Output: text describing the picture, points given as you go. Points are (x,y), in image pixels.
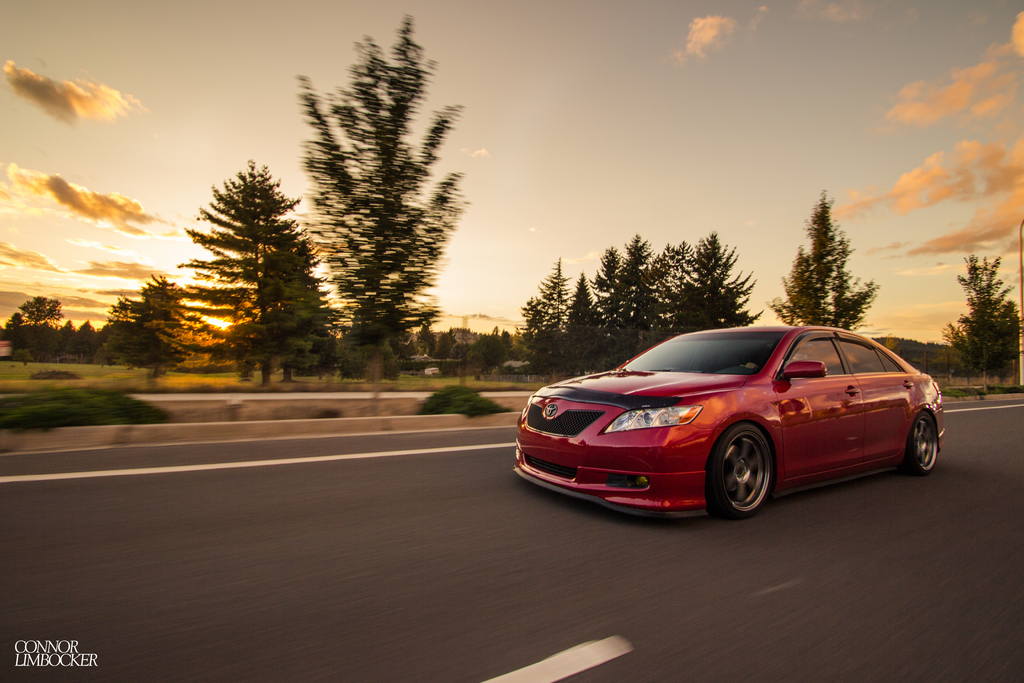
In this image we can see a red car (729,508) is moving on the road (348,579), behind so many trees (289,334) are present.
